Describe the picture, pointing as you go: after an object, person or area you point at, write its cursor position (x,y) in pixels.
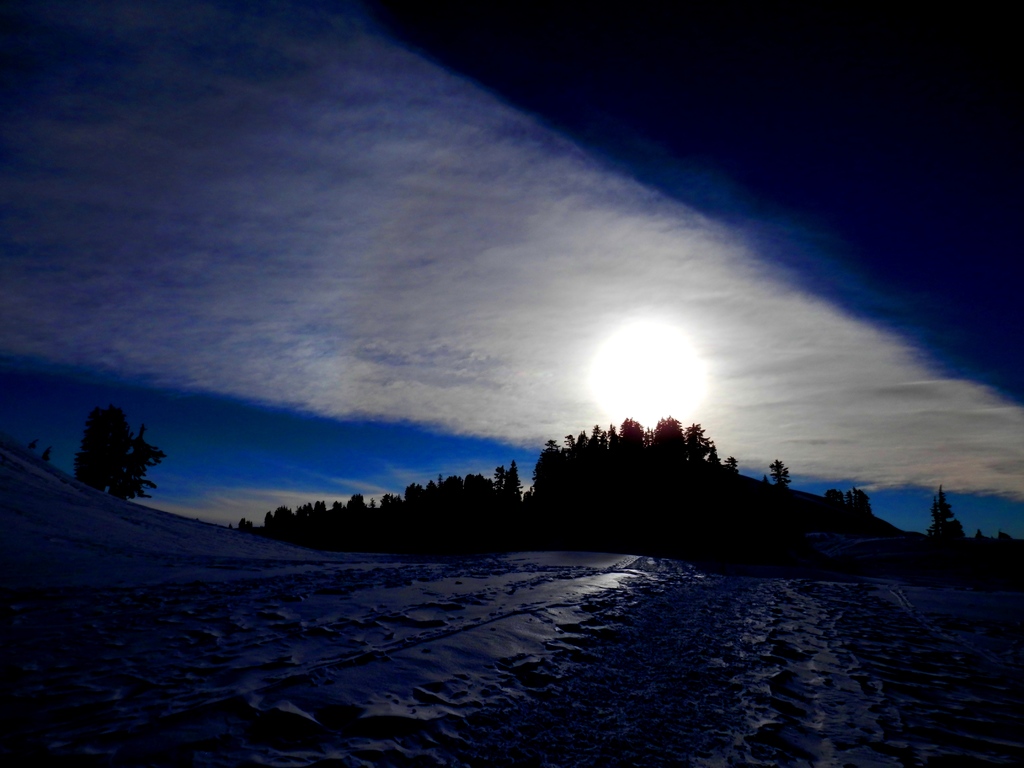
In this image I can see trees (687,510), moon light (634,406) and cloudy sky (716,310).
